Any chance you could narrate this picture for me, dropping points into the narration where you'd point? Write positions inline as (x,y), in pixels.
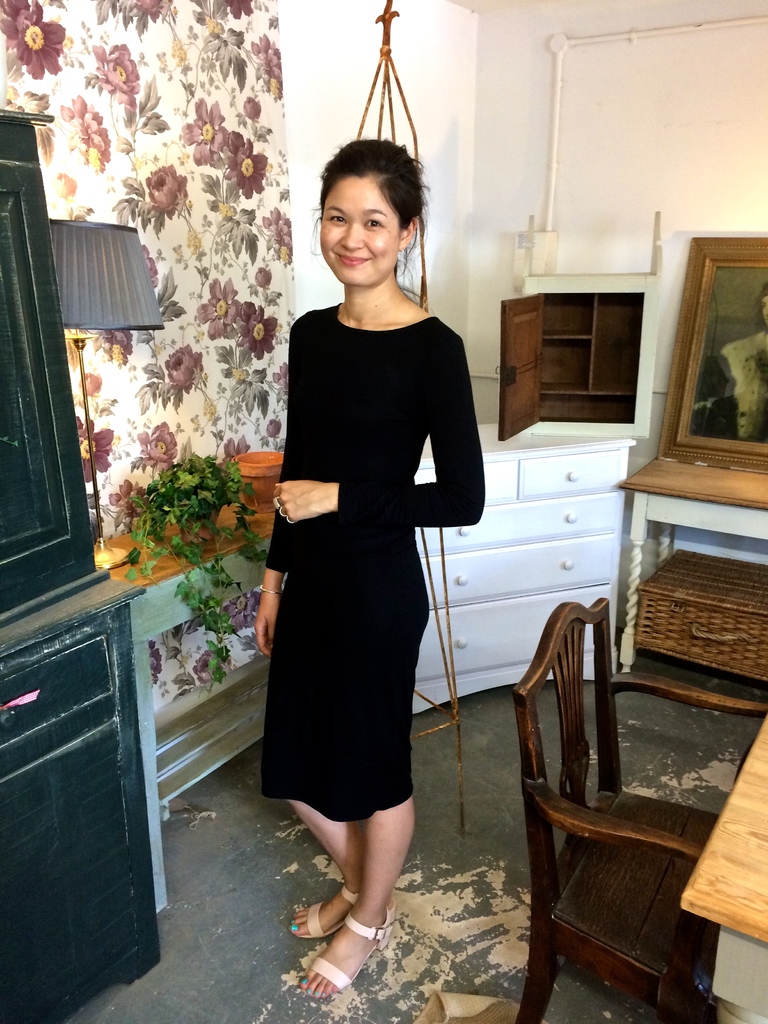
In this image, women (404,516) in black dress (330,598), she is smiling and stand near the chair (546,790). There is a table (710,856) on the right side (747,854). At the background (548,530), we can see white cup board (554,517), and photo frame (713,421) is on the table (702,498), basket (707,608). On left side (199,506), There is a plant (197,513) and lamp (99,522), pot (261,493) on the table (155,599). And black color cupboard (46,633) here, colorful flower curtains (201,343) and some hanging. white color wall (486,130) at the background (492,161).
